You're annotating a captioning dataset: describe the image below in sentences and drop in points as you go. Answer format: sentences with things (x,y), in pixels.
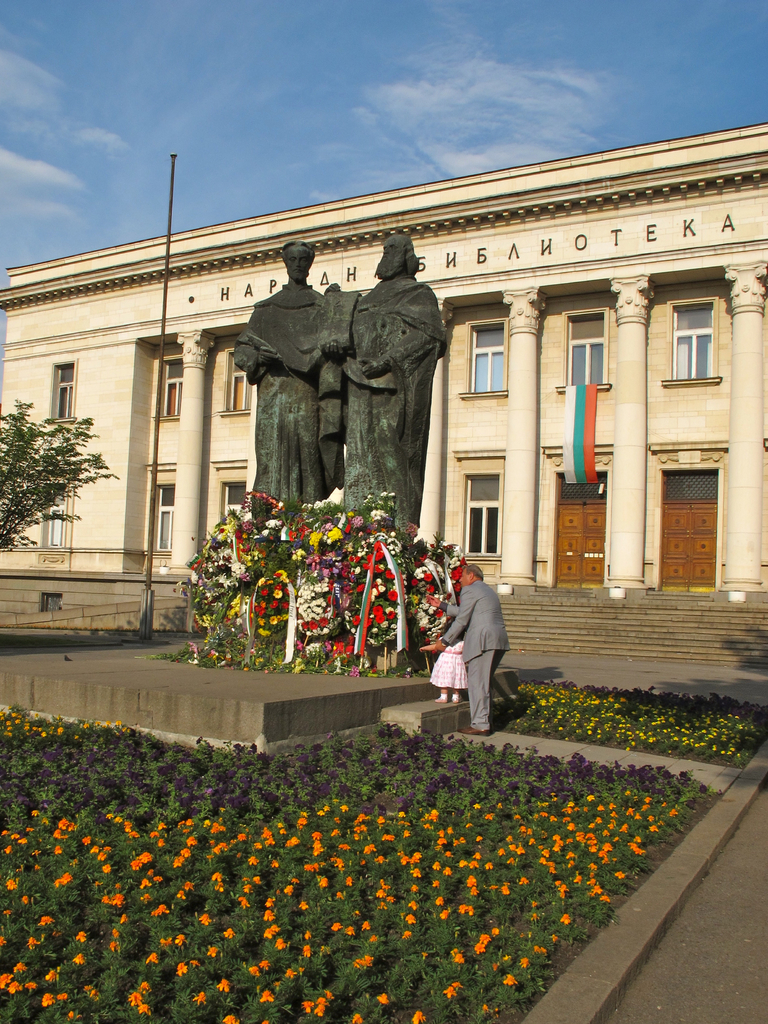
In this image I can see at the bottom (380,878) there are flowers (410,902) and plants (389,868). In the middle (464,604) two persons (475,668) are there and there are statues (349,302). At the back side (138,503) there is a building (458,417), at the top (420,106) it is the sky (360,101). On the left side (16,441) there is a tree (63,450).
